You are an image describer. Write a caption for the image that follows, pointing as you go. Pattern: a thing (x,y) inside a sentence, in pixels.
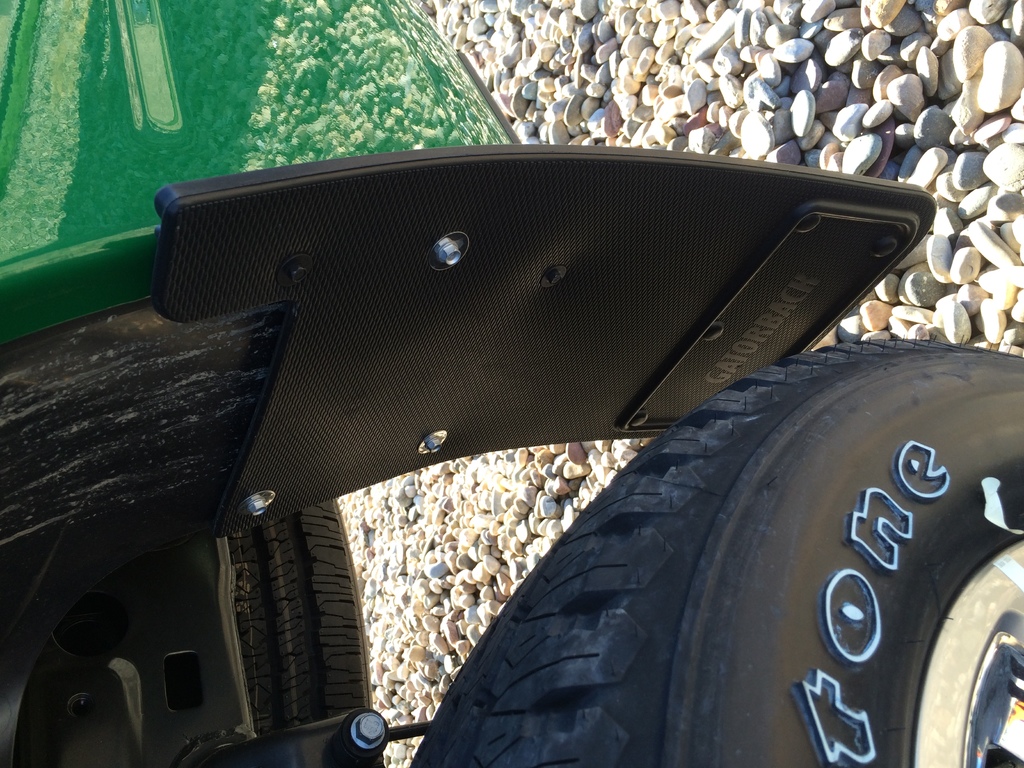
In this image there is a vehicle (318,500) on few stones (824,0). Right side (722,566) there is a tire (763,579).
